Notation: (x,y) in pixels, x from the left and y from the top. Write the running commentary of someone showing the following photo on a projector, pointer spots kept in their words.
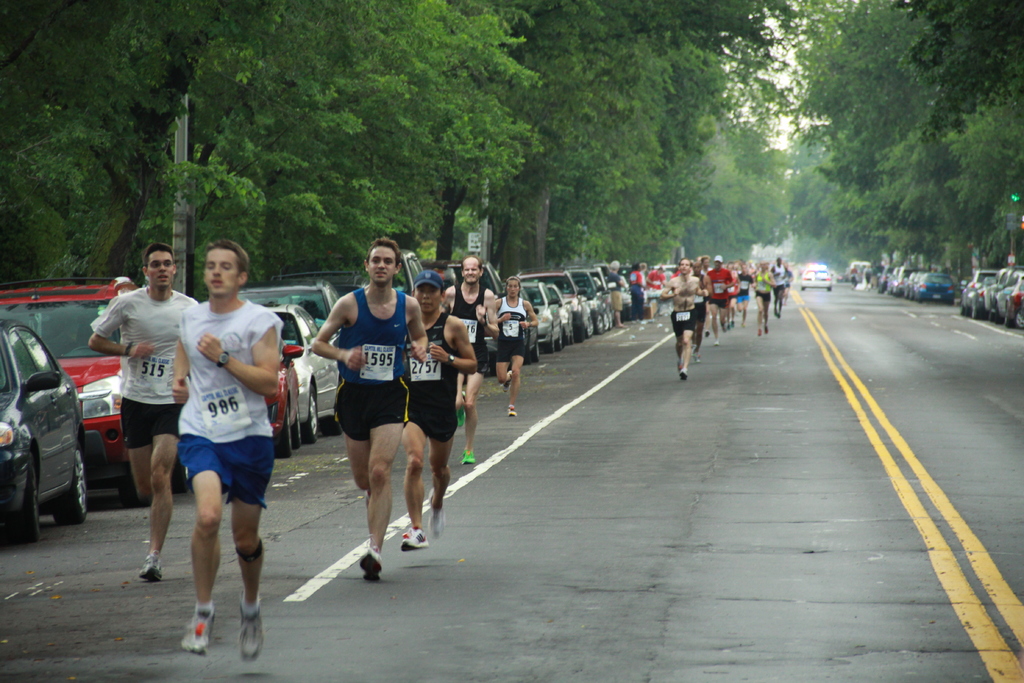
In this image we can see a group of people (684,344) running on the road (628,407). We can also see a group of vehicles (324,413) parked aside on the road (604,382). On the backside (485,243) we can see some poles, a signboard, a group of trees (501,244) and the sky (785,141).
